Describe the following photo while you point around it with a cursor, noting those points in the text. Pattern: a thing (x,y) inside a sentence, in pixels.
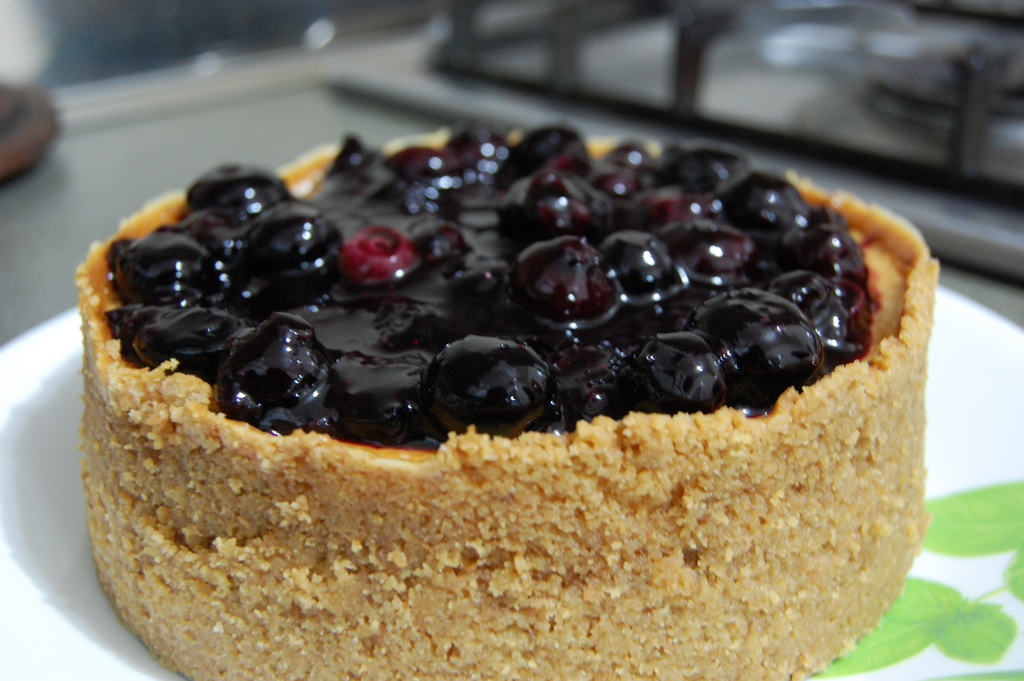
In this picture we can see some food items (309,452) on a plate (52,550). We can see a few things (982,114) in the background (426,114). Background (17,188) is blurry.
